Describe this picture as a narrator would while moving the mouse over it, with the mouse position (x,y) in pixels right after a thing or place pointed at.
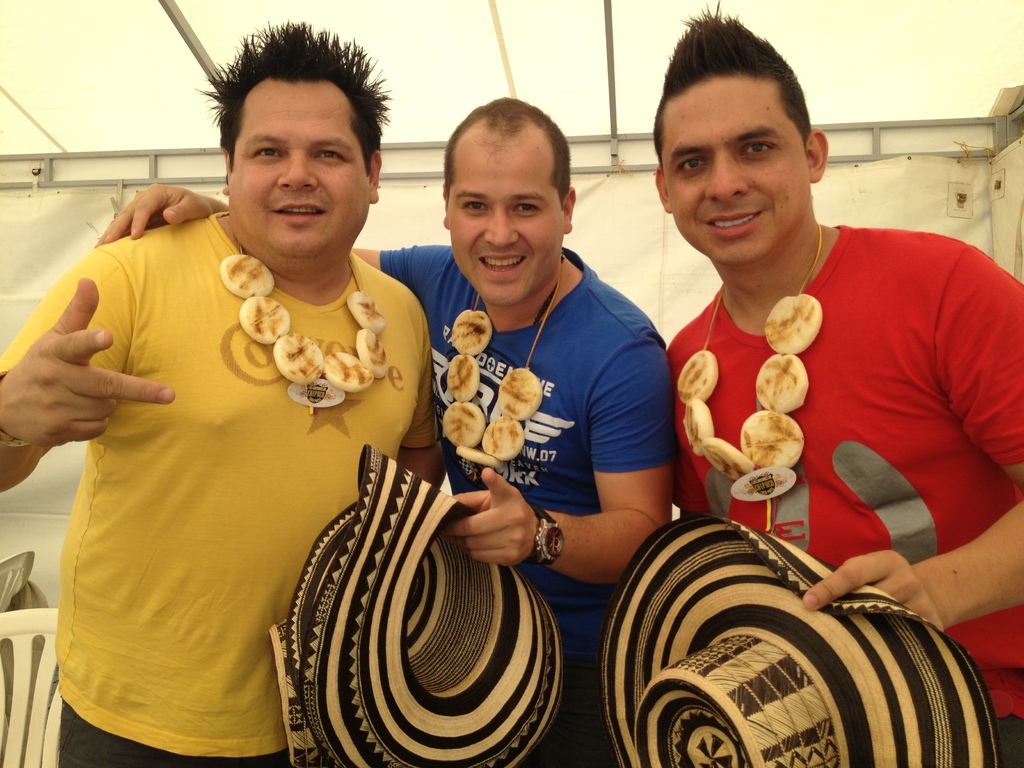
In this image I can see three men (922,330) are wearing t-shirts (556,408), standing, smiling and giving pose for the picture. I can see two men (562,512) are holding caps (519,608) in their hands (896,571). In the background (77,209) there is a wall (75,233) and some chairs (23,634).
